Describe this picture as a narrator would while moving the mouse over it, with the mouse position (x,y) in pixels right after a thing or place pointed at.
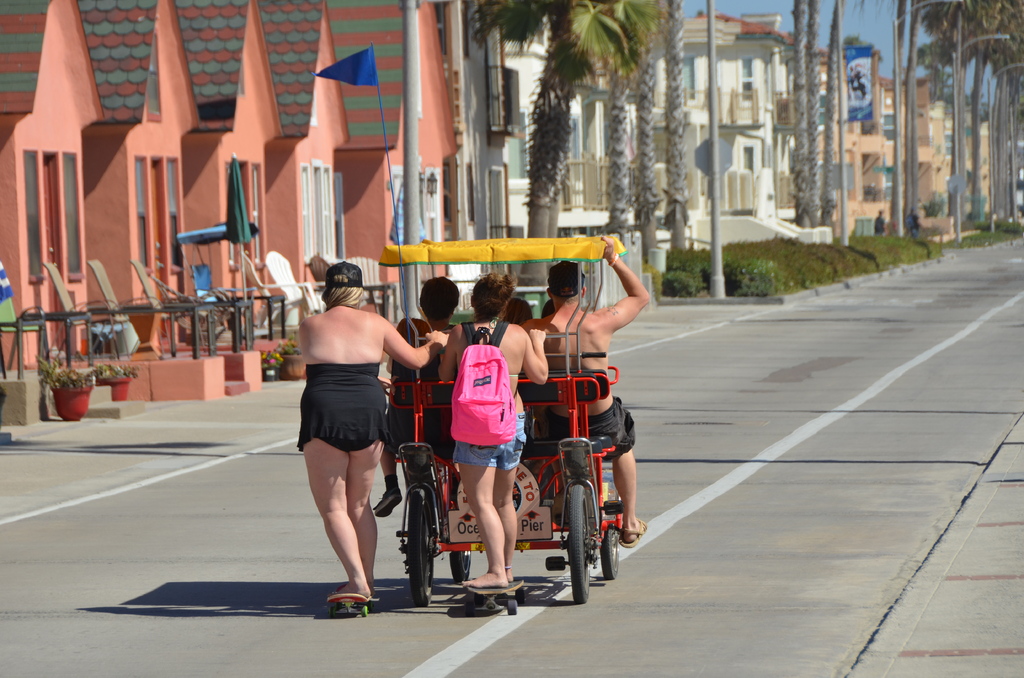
In the middle of the picture (425,329) we can see people (349,440) skating and a vehicle (444,393) moving on the road (676,443). In the background (40,240) there are houses (364,216), chairs (55,278), poles (412,99), flag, trees (810,97) and board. At the top (764,10) there is sky (892,7).
